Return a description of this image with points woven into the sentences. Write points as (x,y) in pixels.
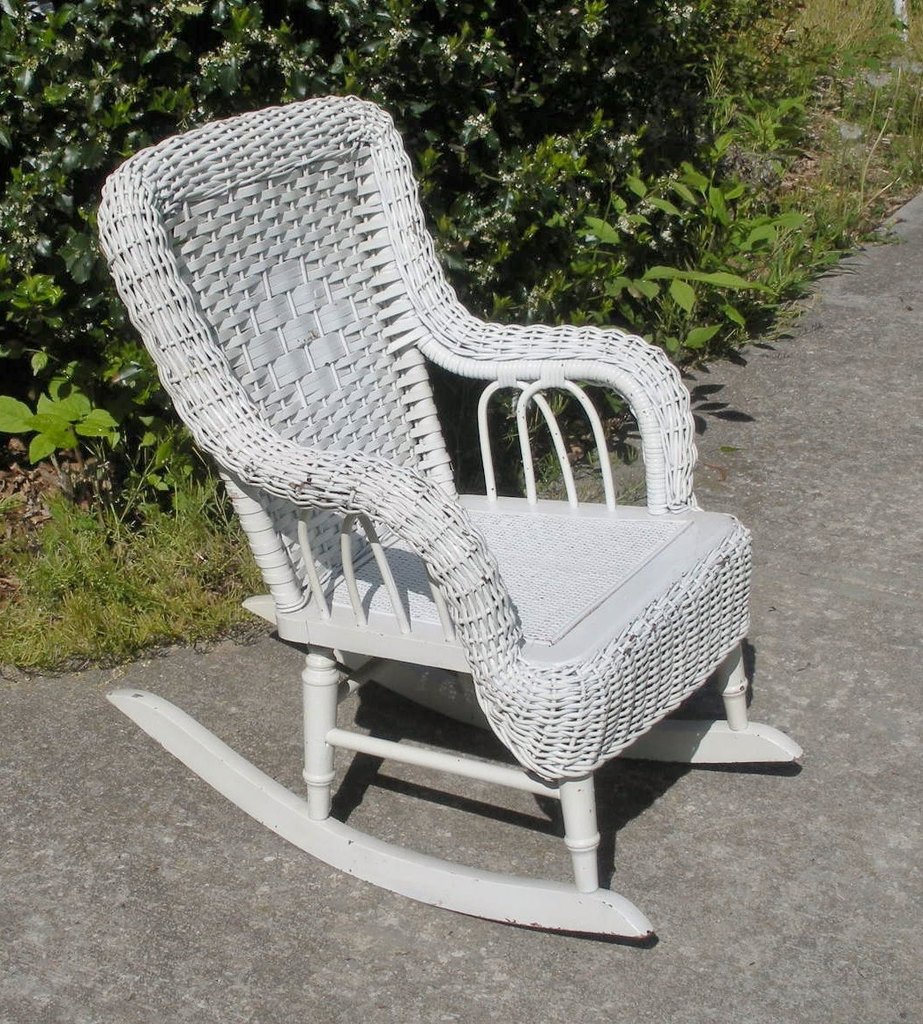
In this image we can see a white color chair (469,501). There are many plants (111,146) in the image.
